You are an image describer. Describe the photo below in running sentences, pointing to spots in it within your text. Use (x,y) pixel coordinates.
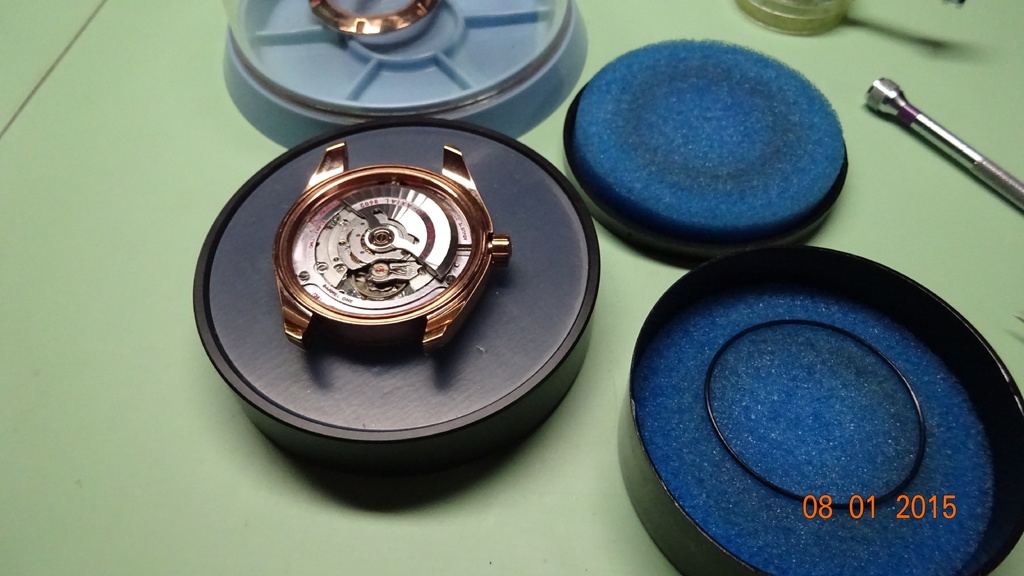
In this picture we can see boxes (710,277), there is a watch (457,282) in the middle (388,248), it looks like a torch (967,156) on the right side (979,161), we can see numbers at the right bottom (823,500).
